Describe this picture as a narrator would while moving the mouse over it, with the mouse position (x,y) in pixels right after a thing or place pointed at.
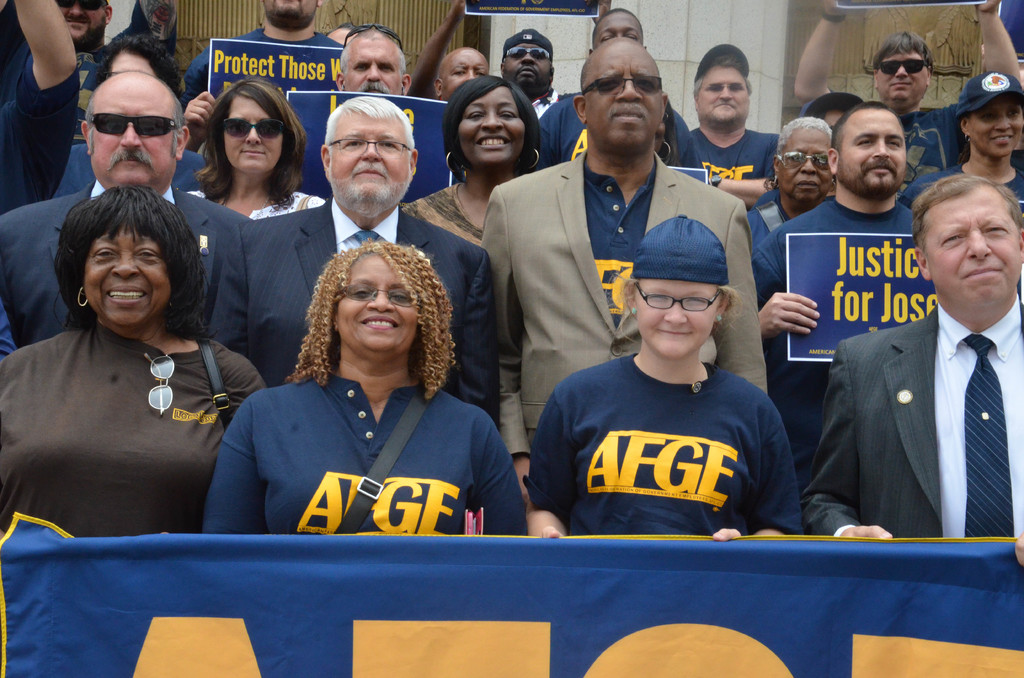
In this image we can see a group of people (872,403) wearing dress (523,220). Some persons (671,282) are wearing spectacles (344,154) and goggles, some persons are holding boards (829,289) with some text (874,270). In the foreground (991,541) we can see a banner (305,613) with some text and in the background (968,60), we can see a building (854,38) with pillar (756,67) and some sculptures (938,34).
